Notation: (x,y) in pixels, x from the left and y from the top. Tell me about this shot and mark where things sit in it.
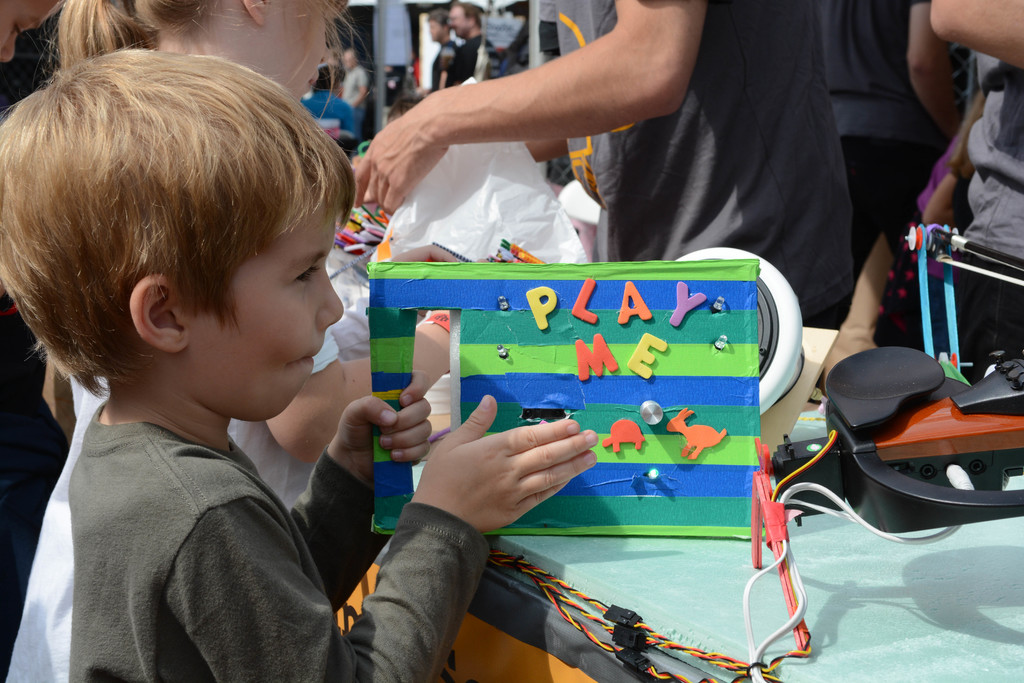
In this image we can see a boy (406,610) holding an object (523,294) in his hand (586,439) on which there is some text (580,312). In the background of the image (431,161) there are people (565,106). To the right side of the image (1004,601) there is a table (1012,671) on which there are objects (838,453), wires (782,558).
